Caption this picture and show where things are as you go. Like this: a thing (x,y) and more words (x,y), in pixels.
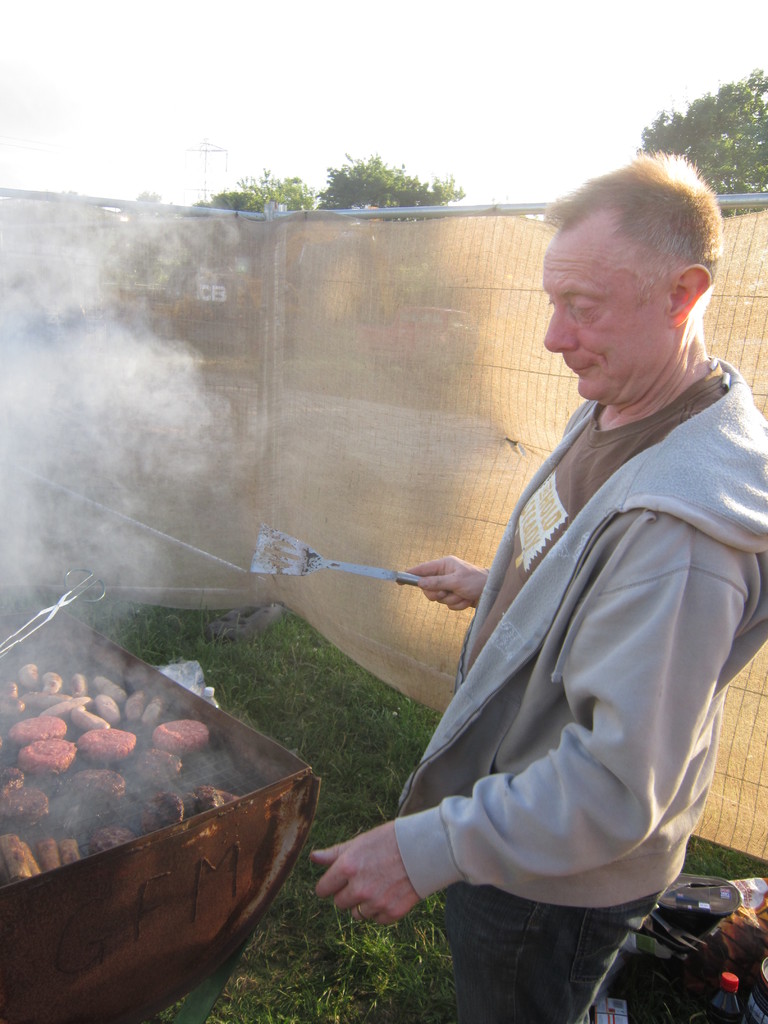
In this picture, there is a man (564,485) towards the right (701,596). He is standing beside the barbecue (137,812) which is towards the left (89,820). On the barbecue (117,664), there is some food (43,858). At the bottom (366,958), there is grass (391,744). In the center (467,355), there is a net (522,433). On the top (339,104), there are trees (744,129) and sky (429,86).
